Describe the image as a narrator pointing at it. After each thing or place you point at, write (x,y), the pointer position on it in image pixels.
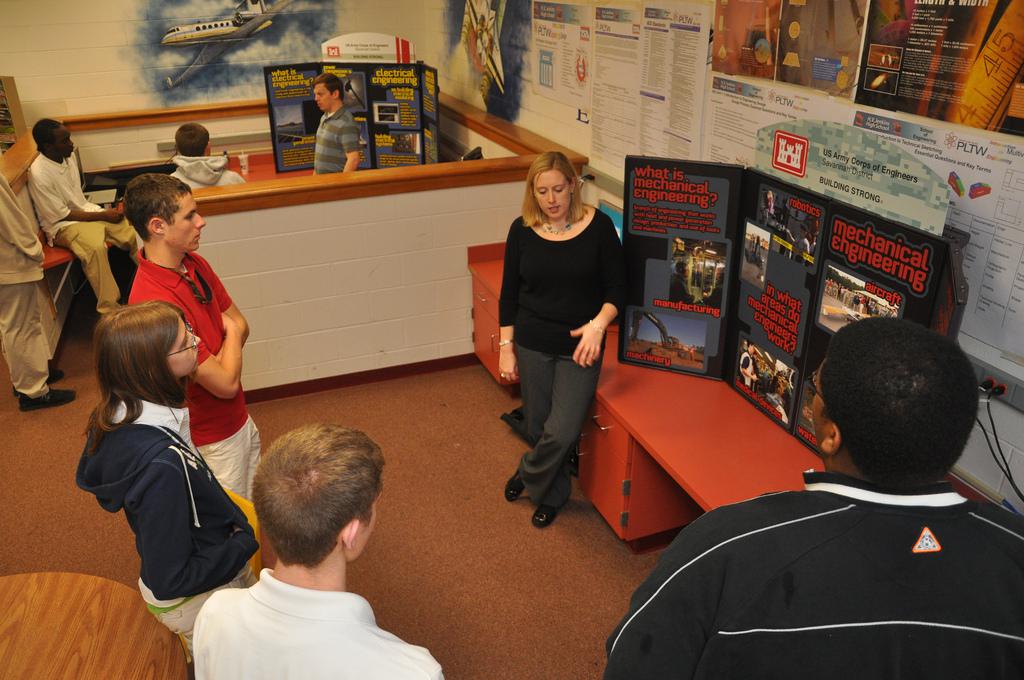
In this image I can see the group of people (184,247) with different color dresses (27,285). I can see the brown and red color tables (52,630) to the side of these people (195,280). In the background (386,155) I can see the boards (736,169). I can also see the posters (548,58) and the paintings (252,61) to the wall (112,57).
